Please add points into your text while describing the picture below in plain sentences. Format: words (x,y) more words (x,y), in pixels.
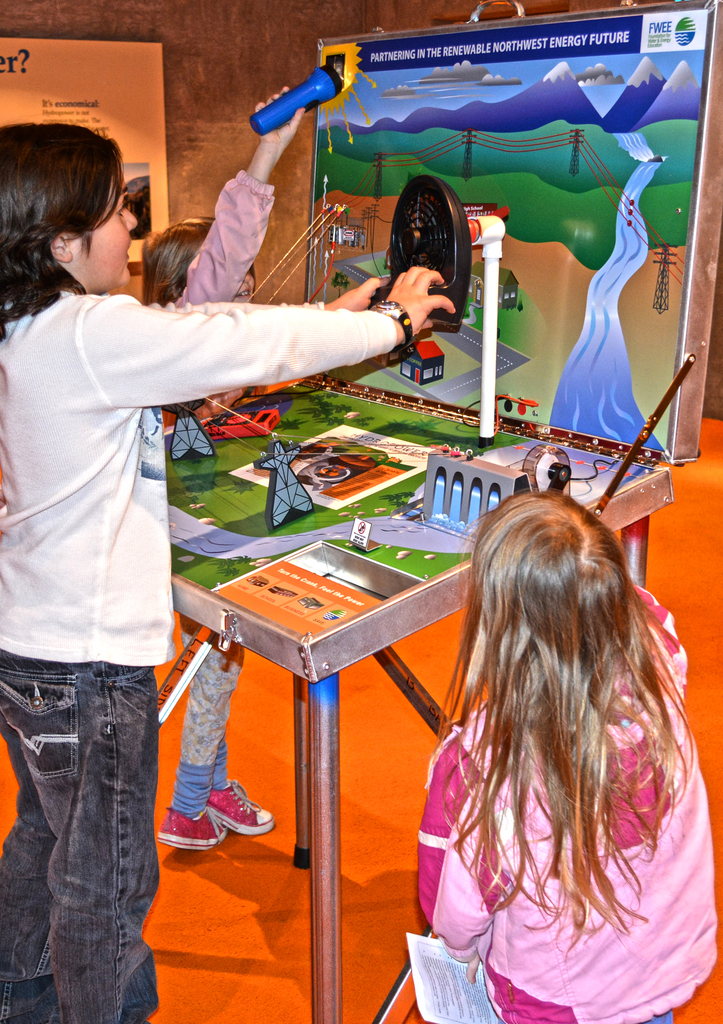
In this picture we can see three persons (12,278) standing on the floor (232,934). This is table (306,536) and they are playing game. On the background (155,73) we can see a frame (155,73) on the wall (227,70). And this is floor (230,944).
